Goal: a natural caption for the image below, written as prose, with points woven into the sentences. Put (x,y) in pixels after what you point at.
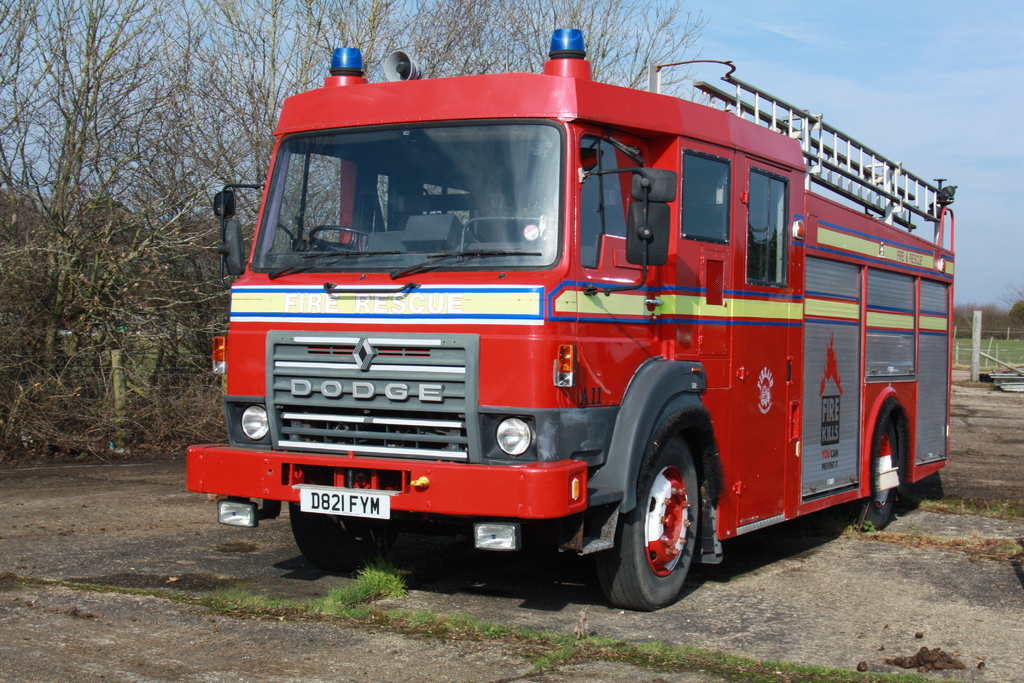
This is a fire engine (791,424). I can see the revolving lights (571,49) and a ladder (916,177) at the top of the vehicle (652,109). These are the trees (201,116) with the branches (176,145). Here is the grass (352,593). This is the sky (927,84).
